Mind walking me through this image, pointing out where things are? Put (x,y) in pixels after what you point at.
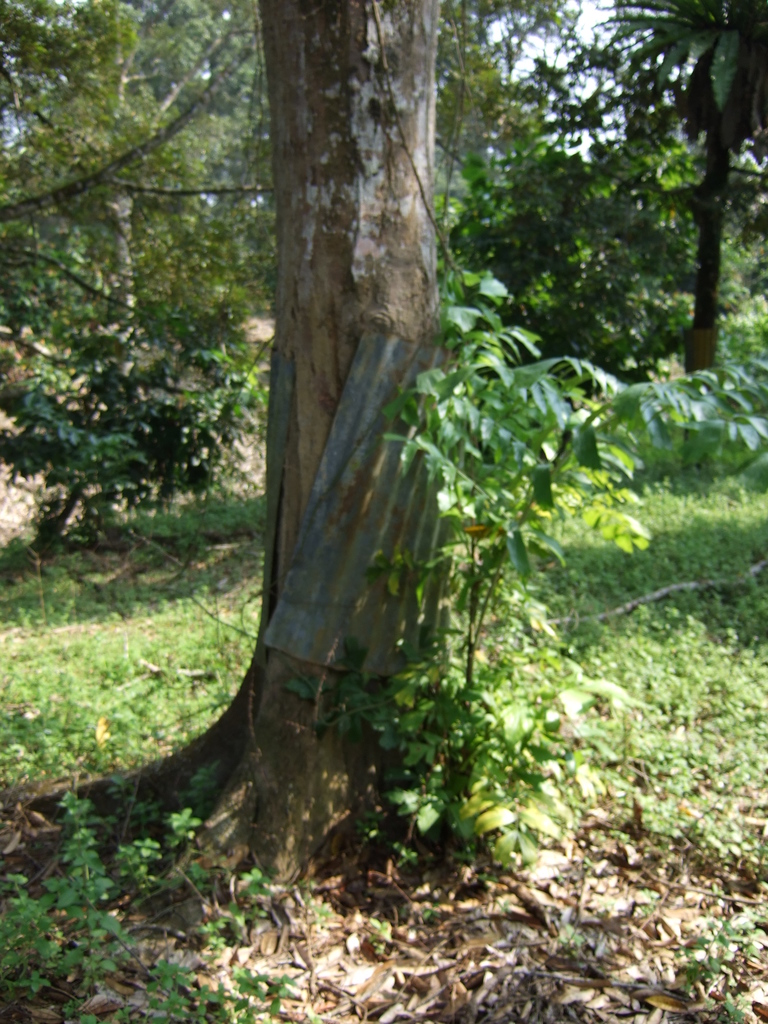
In the foreground of this image (370,1010), there are plants (656,774) on the ground (318,928) and a tree trunk (334,265) in the middle (326,649) and there is a metal sheet (324,605) around it. In the background (578,228), there are trees (119,233) and the sky (586,20).
